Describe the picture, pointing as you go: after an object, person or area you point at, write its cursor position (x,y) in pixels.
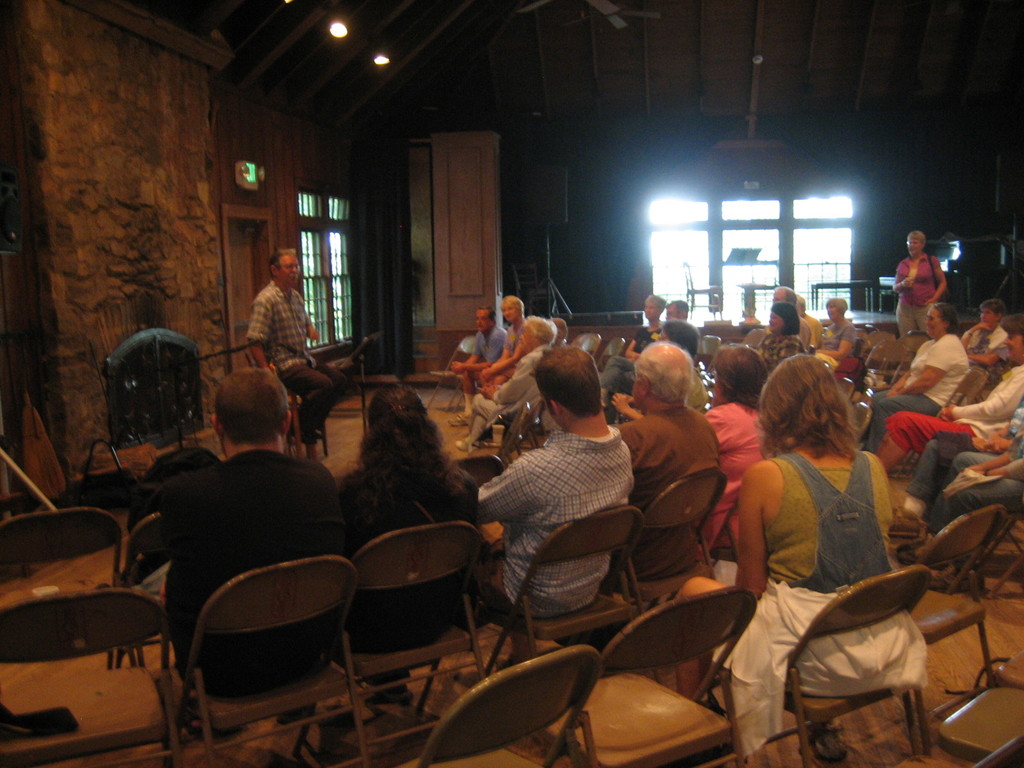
In this image there are windows (767,307), chairs (666,512), speaker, tables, people (559,322) and objects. Among them one person (906,304) is standing.
